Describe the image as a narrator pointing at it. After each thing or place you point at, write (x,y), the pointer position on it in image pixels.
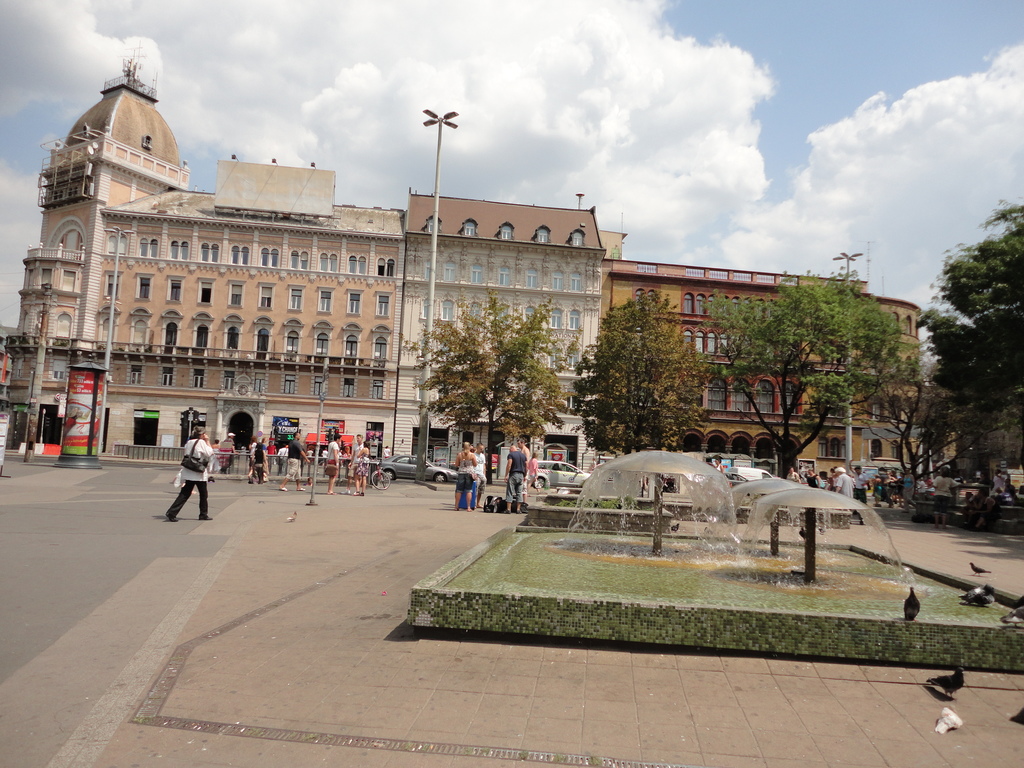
This image is taken outdoors. At the top of the image (356,68) there is a sky (238,75) with clouds (339,116). At the bottom of the image (237,616) there is a road (318,553). On the right side of the image (955,590) there is a fountain (828,558) and there are a few birds (986,584) on the floor (974,554) and there are a few trees (870,344). In the background (214,277) there is a building (214,305) with walls (292,315), windows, doors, railings (292,361) and roofs (100,116). There are a few poles (425,454). Many people (305,450) are walking on the road (891,527) and a few (530,486) are standing on the road (449,528). A few cars (432,475) are moving on the road (417,480).
